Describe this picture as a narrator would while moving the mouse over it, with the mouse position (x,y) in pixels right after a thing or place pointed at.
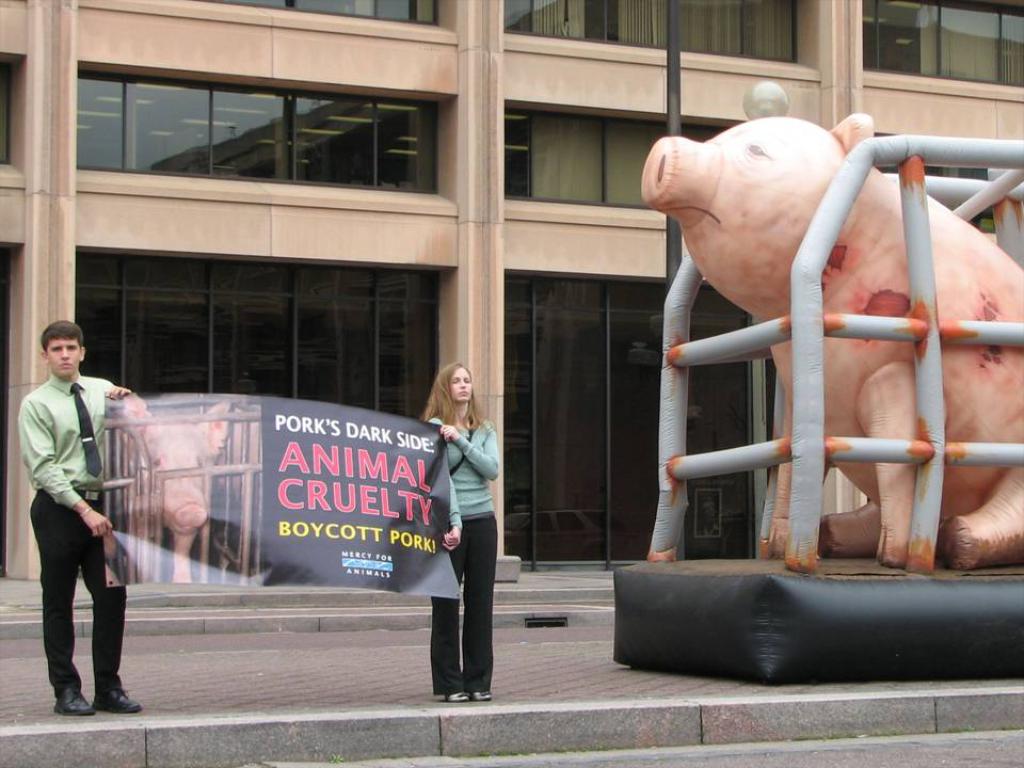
In this picture I can see a man (56,374) and a woman (486,621) holding a banner (249,465), on which there is something written and I can see a picture (171,471) of a pig (166,436). On the right side of this picture (957,241) I can see the depiction (764,283) of a pig (951,289). In the background (199,17) I can see a building (489,373) and I see the steps (332,627).
